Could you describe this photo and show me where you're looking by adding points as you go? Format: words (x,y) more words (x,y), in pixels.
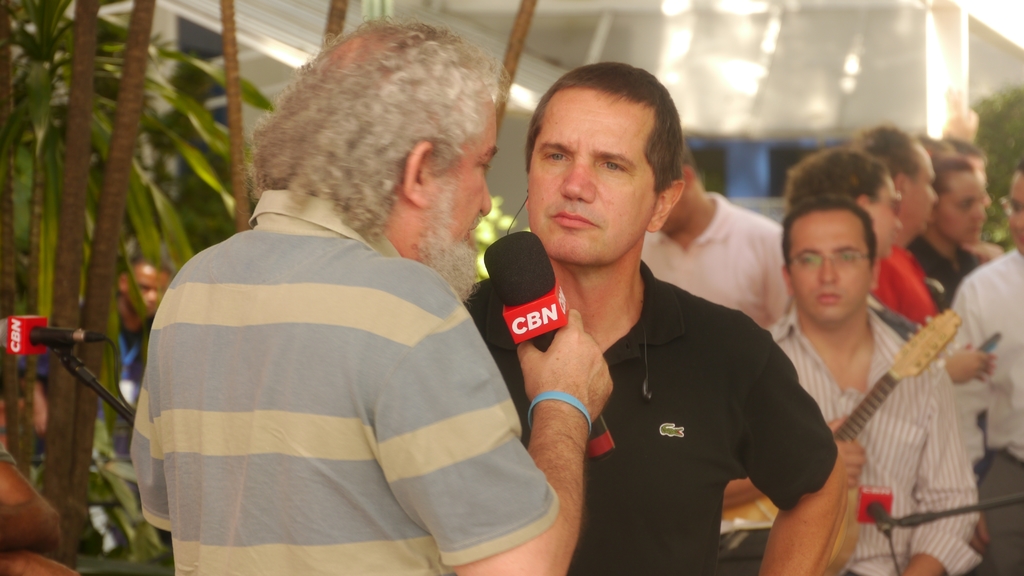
In the center (657,319) we can see two person (640,259) were standing one person (470,273) holding microphone (547,302). On the right side (866,241) we can see some persons (927,252) were standing. The front person (879,367) he is holding guitar (917,346). Coming to the background (56,100) we can see the building (654,52) and trees (146,89).
